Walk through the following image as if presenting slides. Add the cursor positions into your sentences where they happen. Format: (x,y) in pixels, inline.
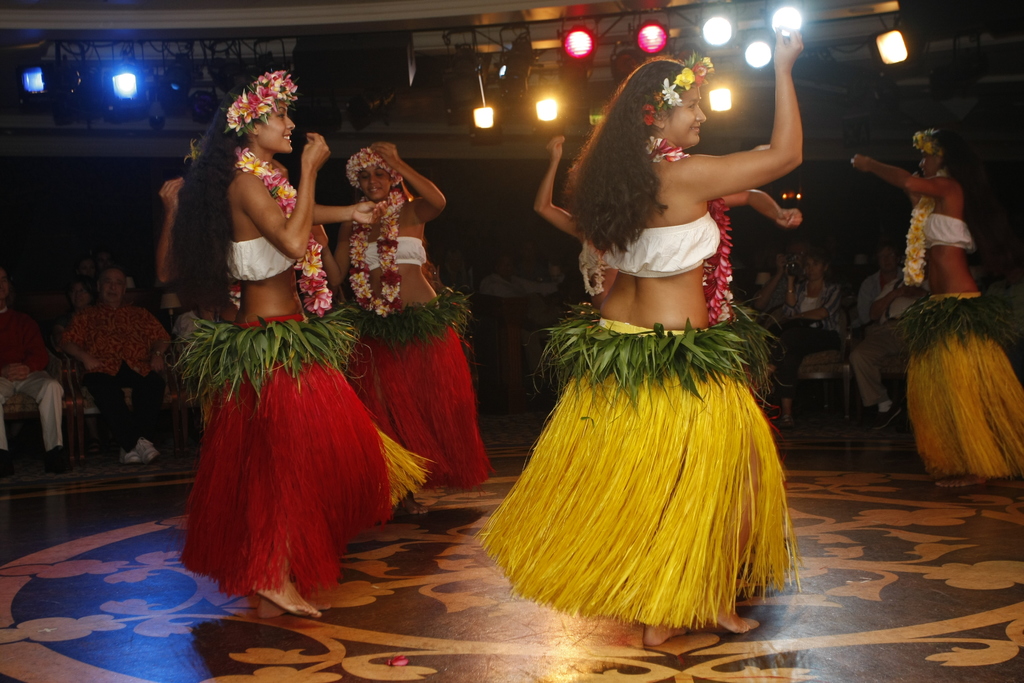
In this image we can see the women (314,208) wearing the flower crowns (255,86) and also the garland (320,245) and dancing on the floor (277,651) and smiling. In the background (101,334) we can see the people (794,325) sitting on the chairs (18,400). We can also see the focus lights (111,91) at the top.
